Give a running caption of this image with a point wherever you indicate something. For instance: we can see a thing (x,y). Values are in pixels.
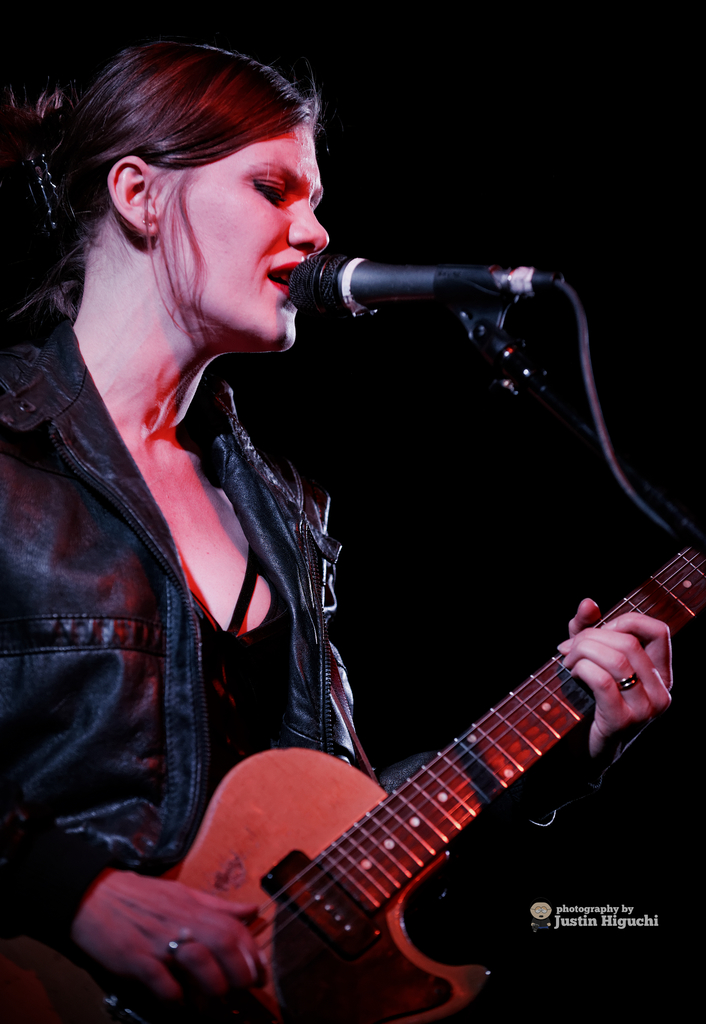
In this picture we can see a woman (46,227) who is singing on the mike (324,313). And she is playing guitar (363,1012).
